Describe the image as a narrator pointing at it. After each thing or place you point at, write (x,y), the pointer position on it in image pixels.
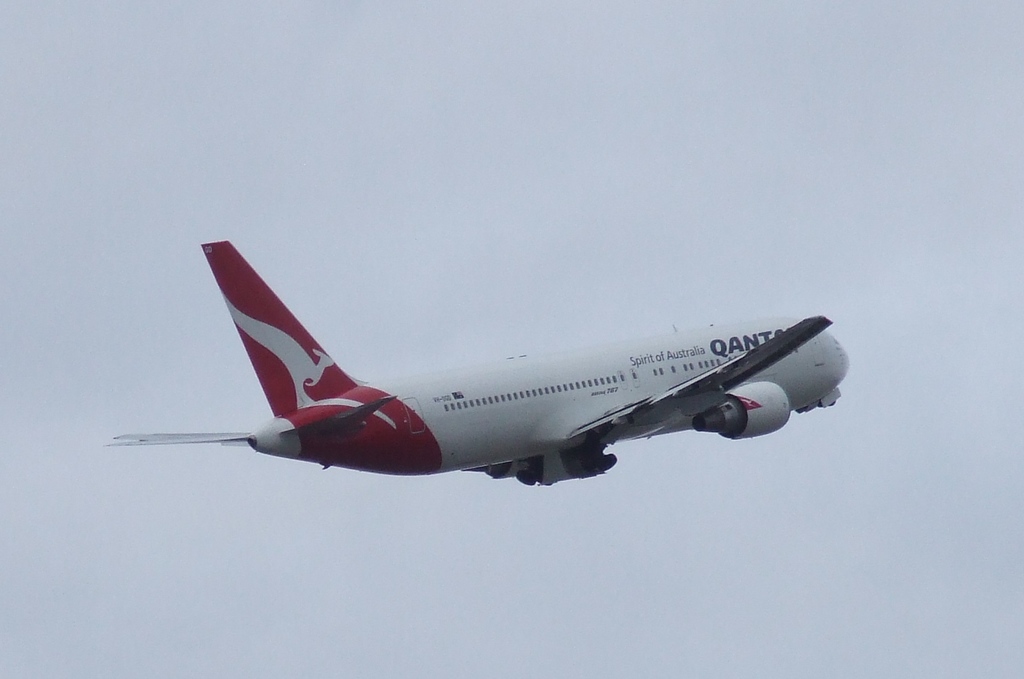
In this image I can see an aeroplane (569,372) which is white, blue and red in color is flying in the air (502,304) and in the background (540,199) I can see the sky (708,193).
